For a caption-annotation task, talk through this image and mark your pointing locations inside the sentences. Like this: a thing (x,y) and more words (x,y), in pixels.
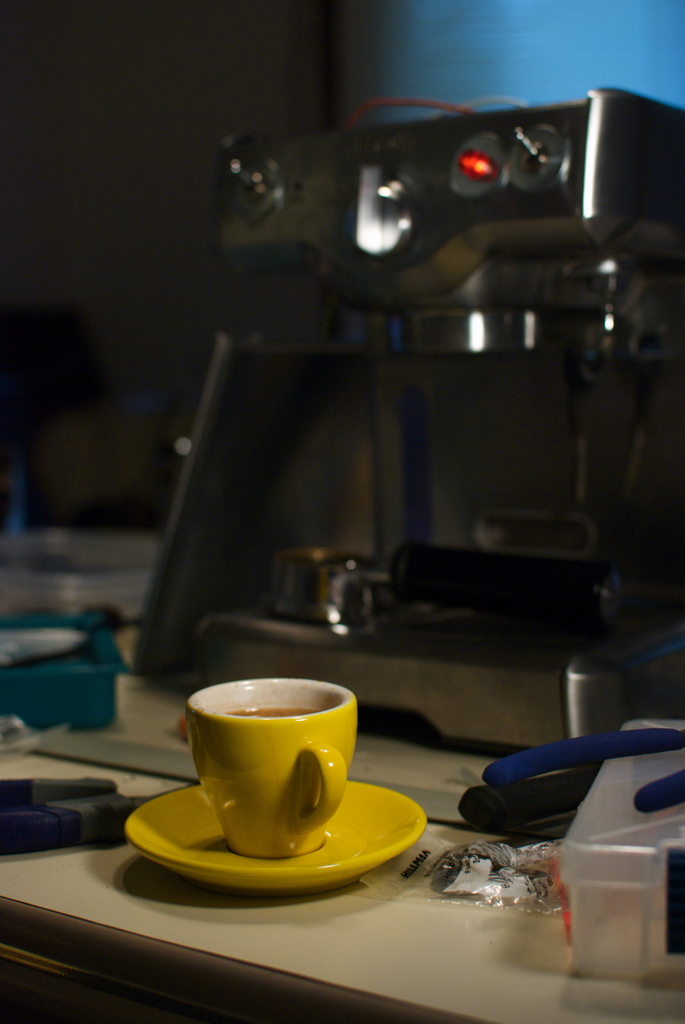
In this image I can see a cup (325,813), a saucer (357,841), an electronic machine (402,535) and other objects (467,805) on a table (464,964).
